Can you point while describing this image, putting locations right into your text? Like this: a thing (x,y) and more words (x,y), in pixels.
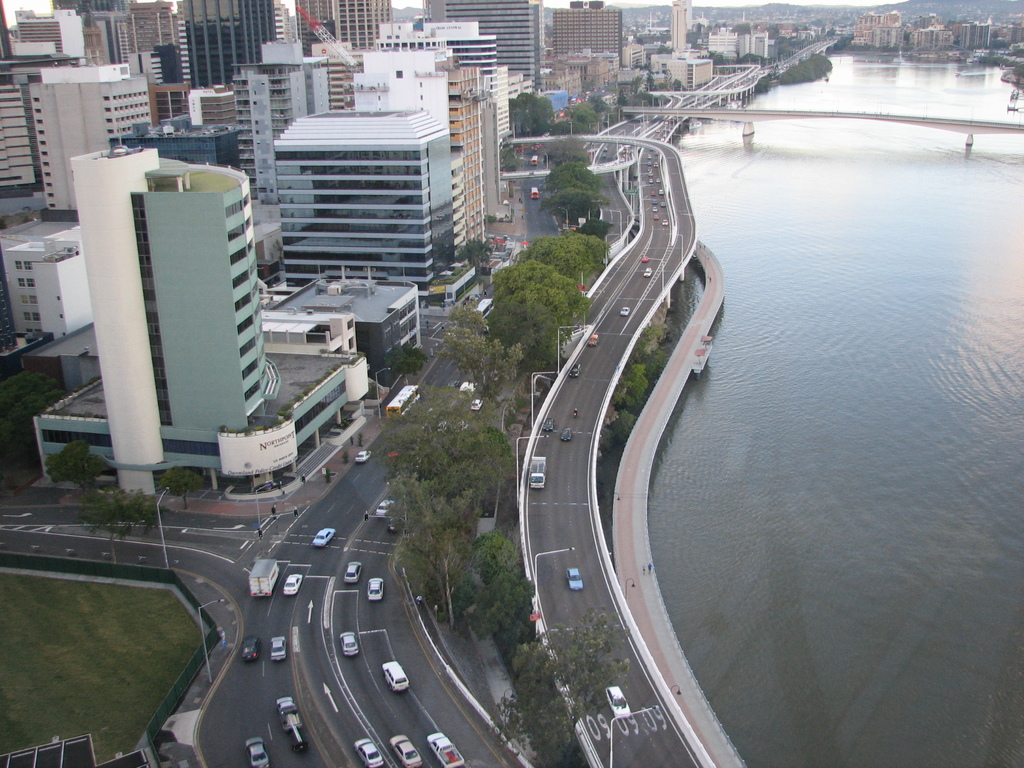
In this image, in the middle (488,371) there are buildings (507,12), trees (431,533), vehicles (263,595), road (253,609), grass (97,671), poles (537,568), water (710,436), bridge (767,114).
